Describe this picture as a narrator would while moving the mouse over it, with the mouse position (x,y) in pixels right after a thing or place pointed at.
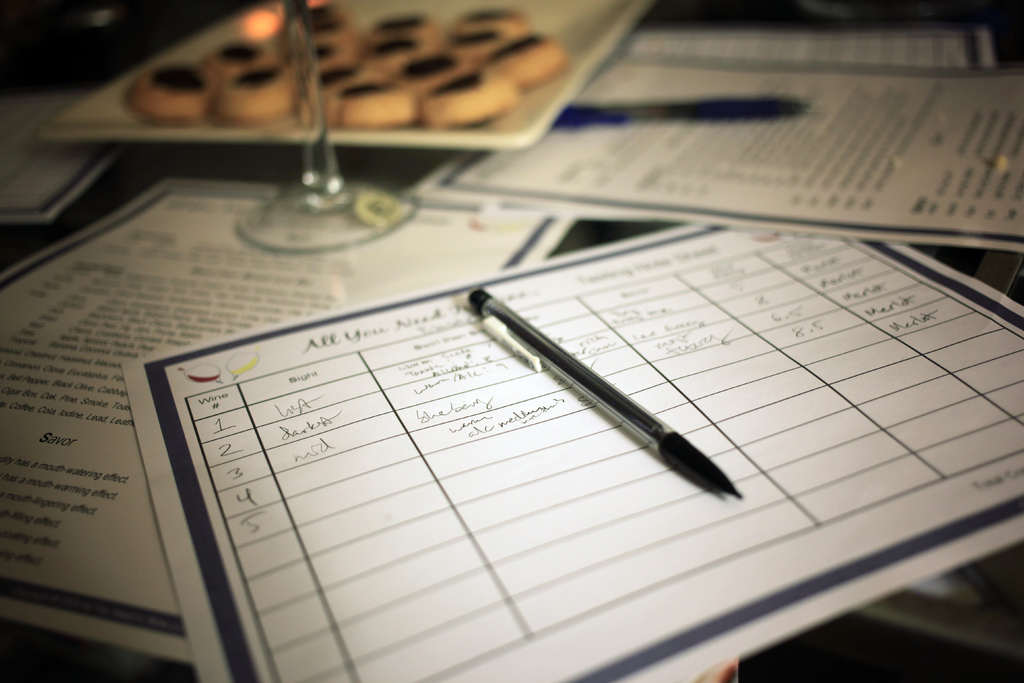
In this picture I can see some papers (210,422), pen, glass (344,208) are placed on the table (350,150).
